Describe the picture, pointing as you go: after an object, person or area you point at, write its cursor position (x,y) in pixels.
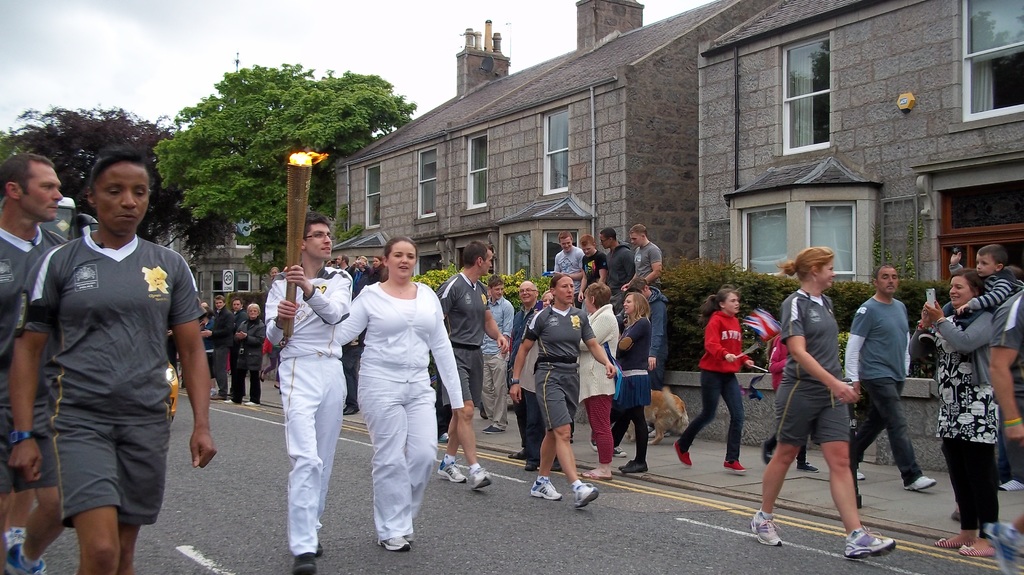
In this image we can see people (591,395) are walking on road (447,500) and pavement (749,460). In the middle of the road (720,498) one man (310,416) is walking who is wearing white dress (285,396) and holding fire lamp (301,219) in his hand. Right side of the image (697,129) buildings (421,141) and trees (201,139) are present. The sky (178,22) is full of clouds (132,56).
